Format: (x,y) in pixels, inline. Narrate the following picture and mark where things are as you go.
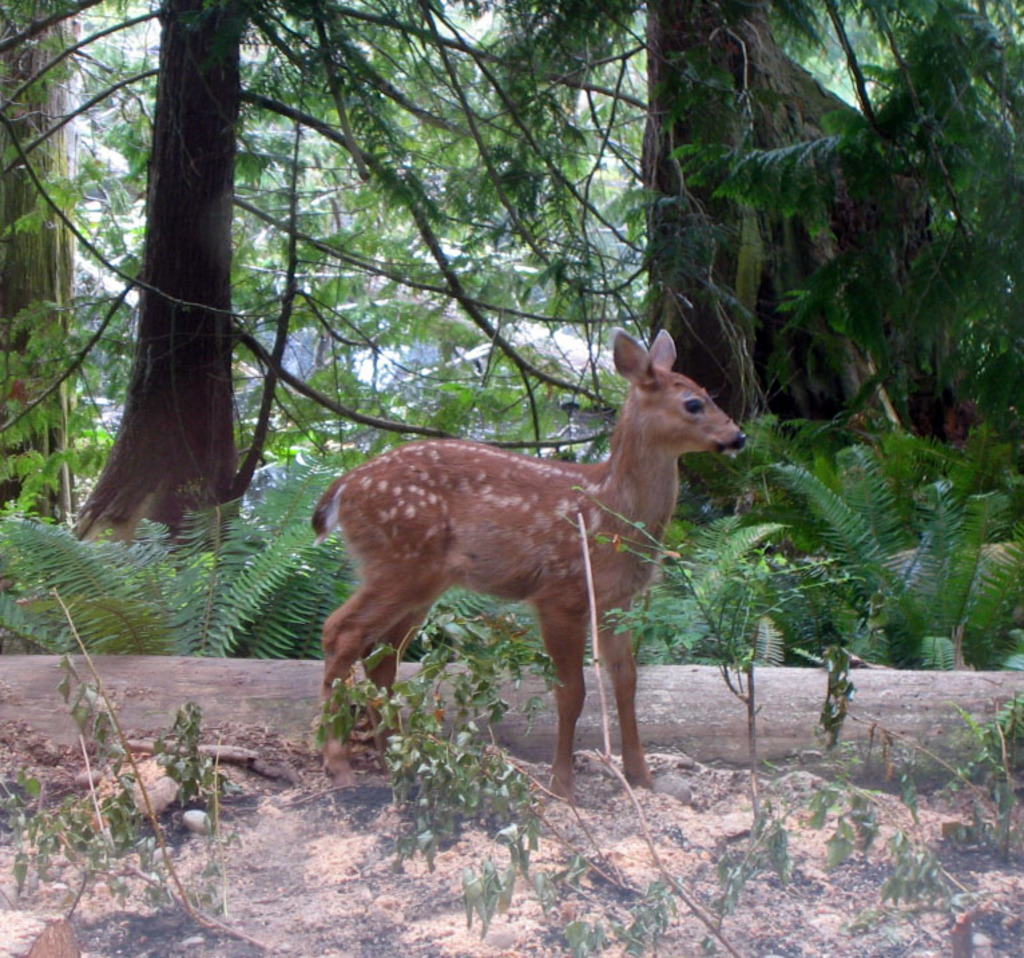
In this image in the middle (536,495) there is a deer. At the bottom (628,887) there are plants (432,839) and land (349,819). In the background (375,194) there are trees (226,482), plants (189,584).
